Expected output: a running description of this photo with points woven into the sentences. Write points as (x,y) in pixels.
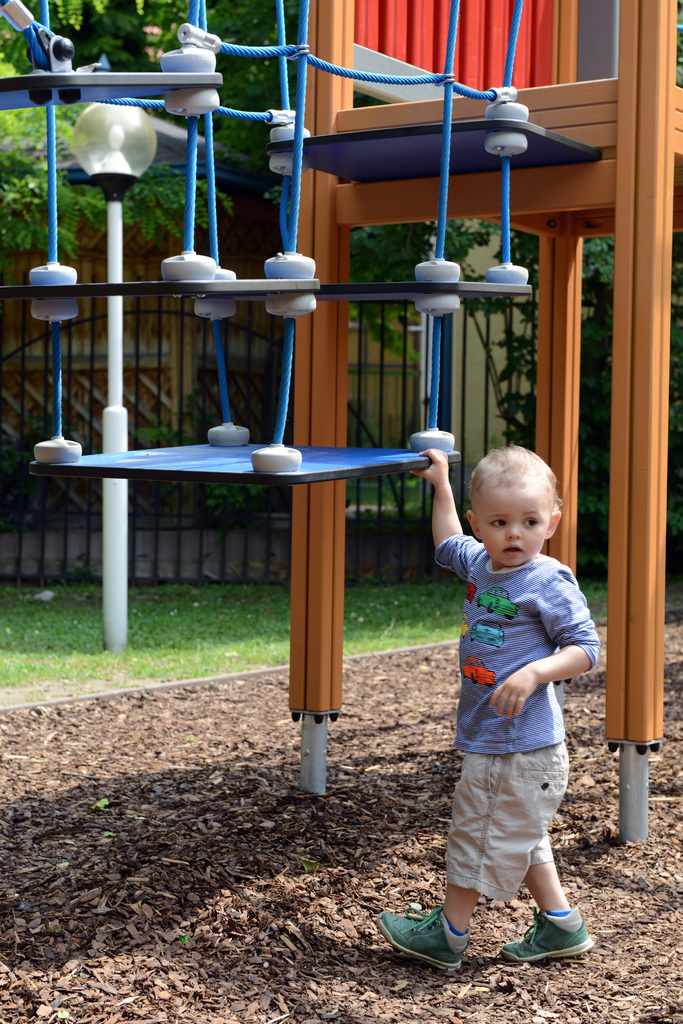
In this image, we can see a kid (482,679) holding fun ride (216,217) and in the background (154,214), there are trees (140,223), there is a light (113,229) and a gate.
